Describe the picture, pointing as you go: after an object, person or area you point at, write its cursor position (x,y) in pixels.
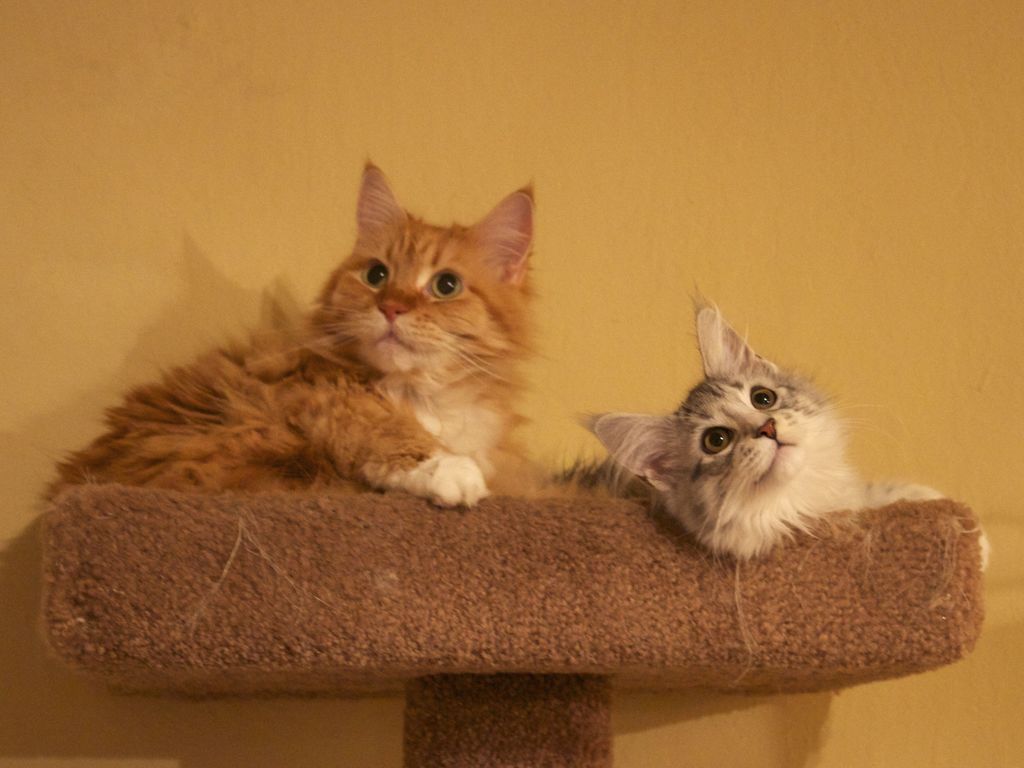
In this image I can see two cats (503,421) on an object (484,508). In the background (654,176) I can see a yellow color wall (444,101).
